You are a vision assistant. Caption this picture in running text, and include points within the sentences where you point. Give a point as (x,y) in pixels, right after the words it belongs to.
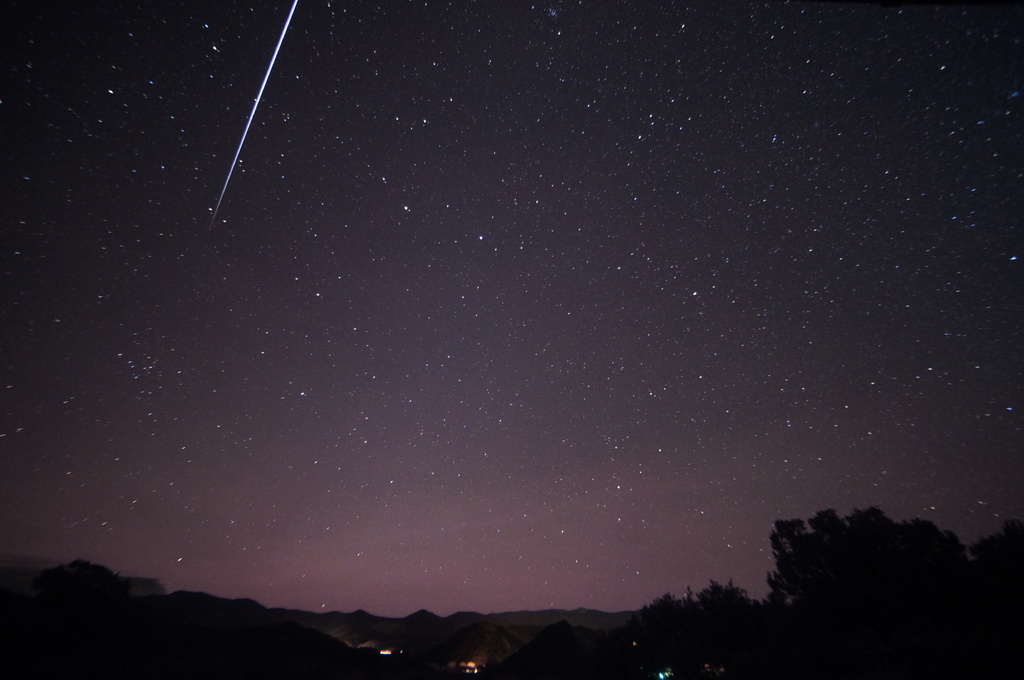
At the bottom (195,663) the image is dark but we can see trees (70,582), huts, lights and stars (318,248) in the sky (337,298).
